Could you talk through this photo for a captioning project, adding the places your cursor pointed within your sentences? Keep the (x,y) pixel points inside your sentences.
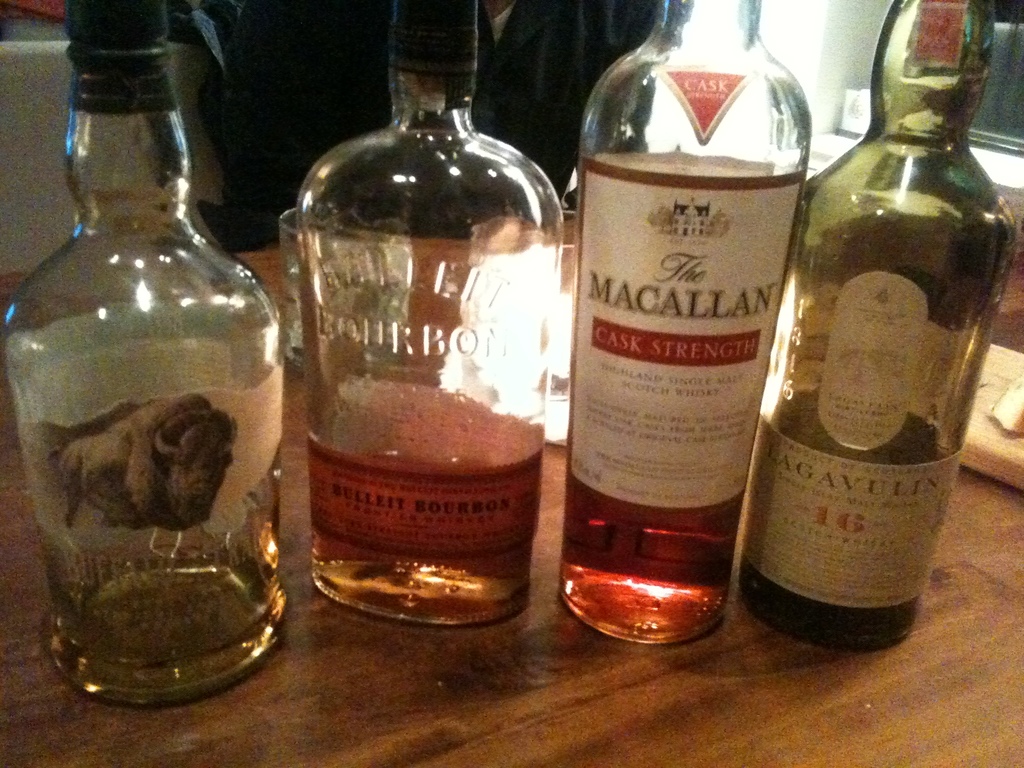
In this picture there are some whisky bottles (65,386) kept on a table (782,646) in the background (579,30) is a person (357,29).
